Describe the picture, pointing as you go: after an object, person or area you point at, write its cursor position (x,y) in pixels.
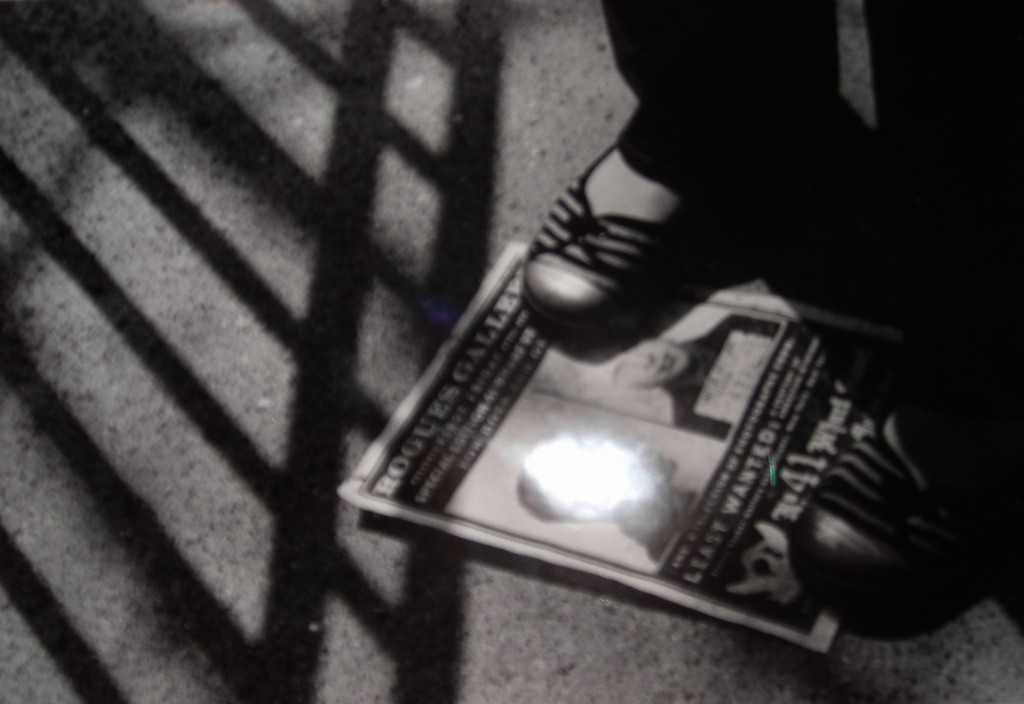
In this picture we can see one person (647,110) is standing on the paper (567,461), which is placed on the floor (410,9).
